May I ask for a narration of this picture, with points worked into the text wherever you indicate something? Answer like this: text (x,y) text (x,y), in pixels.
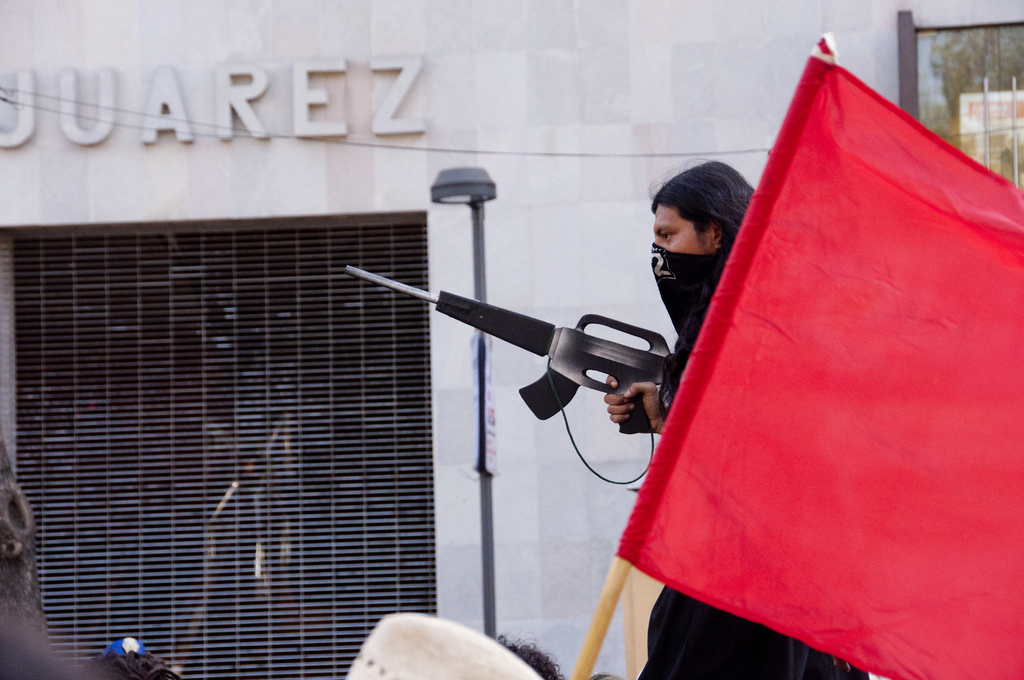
In this picture there is a man (688,678) who is wearing black dress (747,641) and holding the gun (519,331). On the right (712,571) I can see the red color flag (909,401). In the back (403,482) there is a street light (481,182) which is placed near to the wall (442,482) and building (502,484). In the top left corner (73,104) I can see something is written on the wall (59,104).
